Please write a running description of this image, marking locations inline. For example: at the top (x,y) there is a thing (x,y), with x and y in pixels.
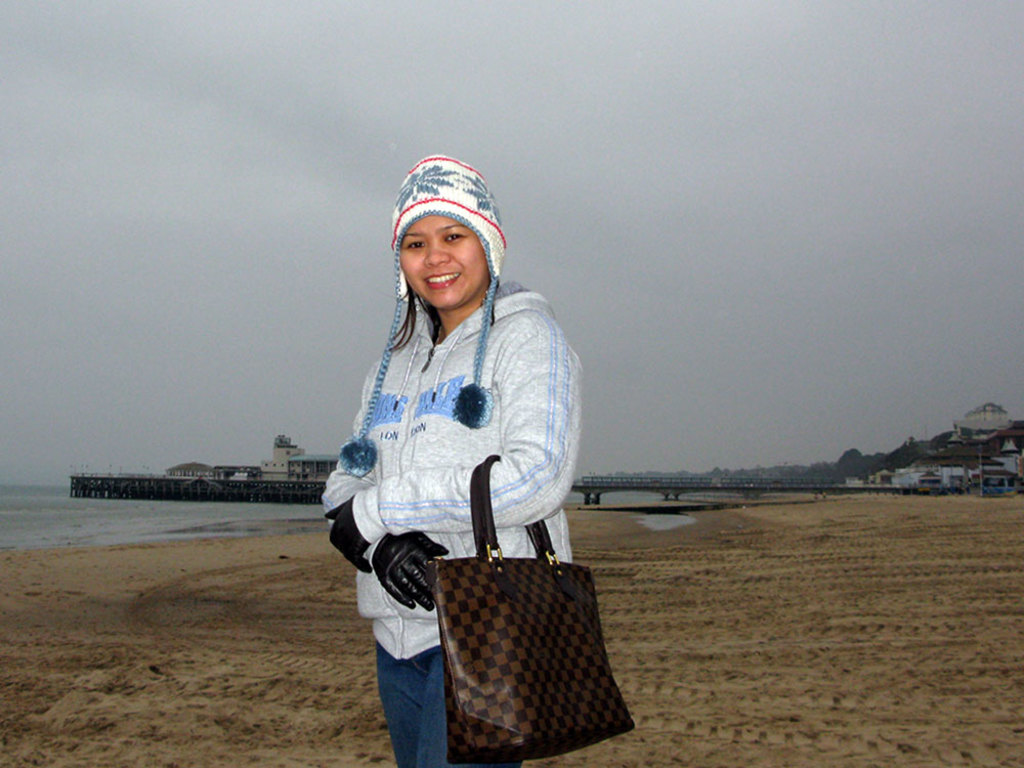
In the image in the center (448,392) we can see the lady (425,514). She is smiling, which we can see on her face (453,308). And she is holding handbag (514,631). And coming to the background (630,215) we can see the sky (565,92) with clouds (678,261) and we can see some buildings (962,449).
